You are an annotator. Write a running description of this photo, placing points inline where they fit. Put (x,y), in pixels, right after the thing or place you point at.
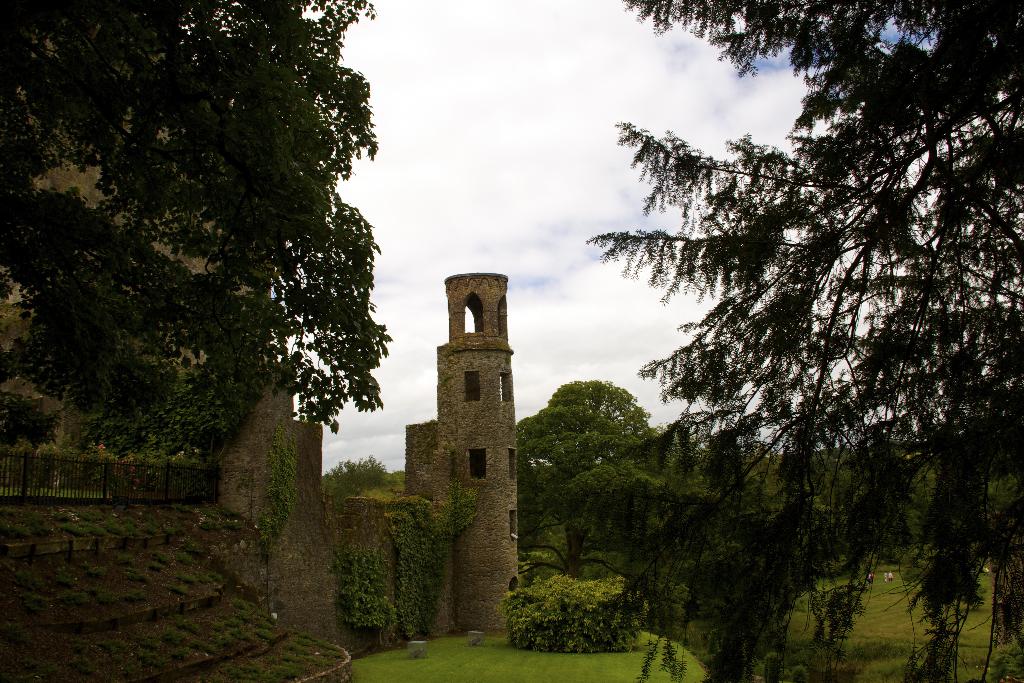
In this picture we can see a fort (411,443), fence (198,484), grass (554,656) and few trees (753,430), and also we can see clouds (614,223), in the background (881,577) we can find few people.
